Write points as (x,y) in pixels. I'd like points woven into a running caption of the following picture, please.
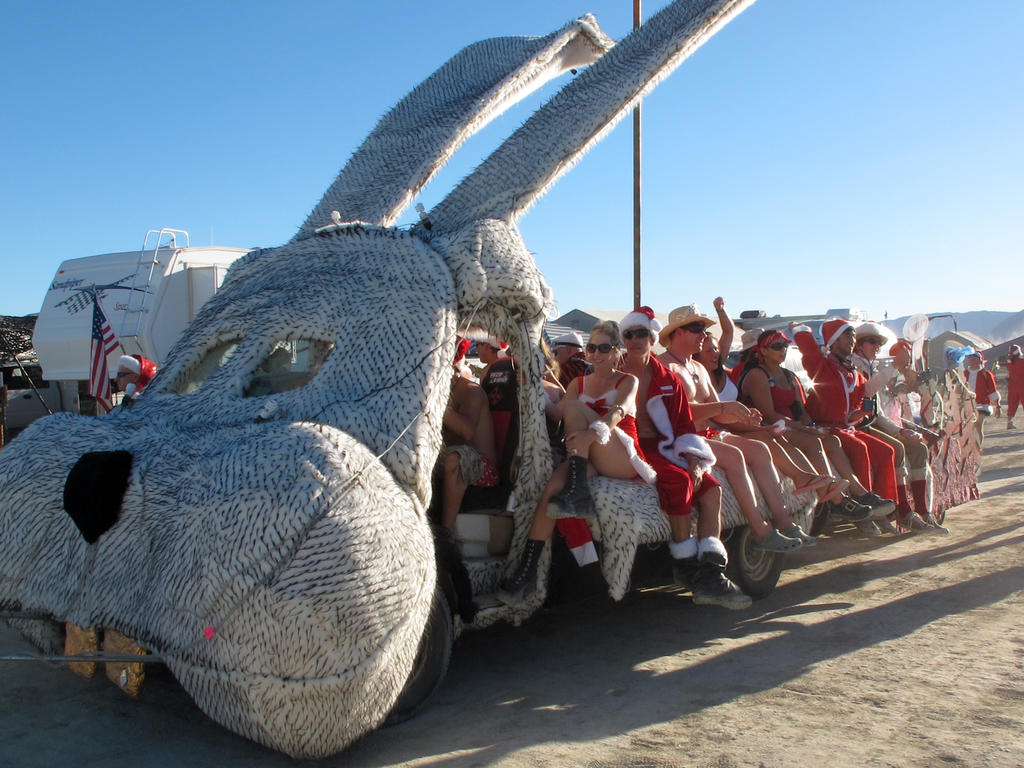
In this picture I can see some people (686,428) are sitting in a vehicle (473,493), which is decorated vehicle (540,441).
